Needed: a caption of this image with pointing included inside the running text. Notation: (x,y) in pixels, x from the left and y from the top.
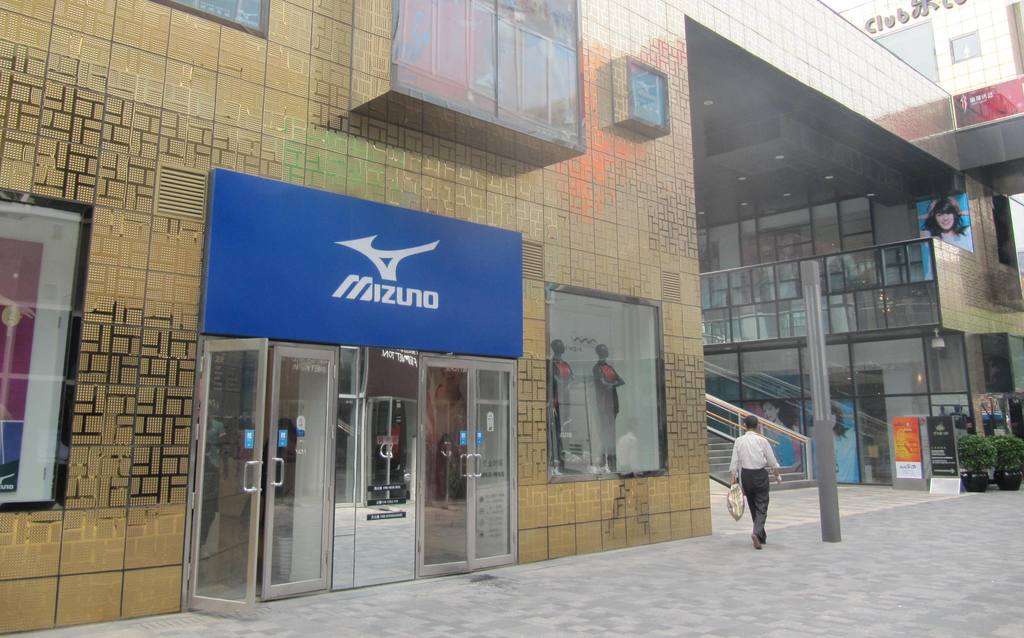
In this image I can see the building (987,324), glass doors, boards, mannequins (597,439), stairs (713,410), glass fencing (835,258), pole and one person (749,506) is walking and holding something.
